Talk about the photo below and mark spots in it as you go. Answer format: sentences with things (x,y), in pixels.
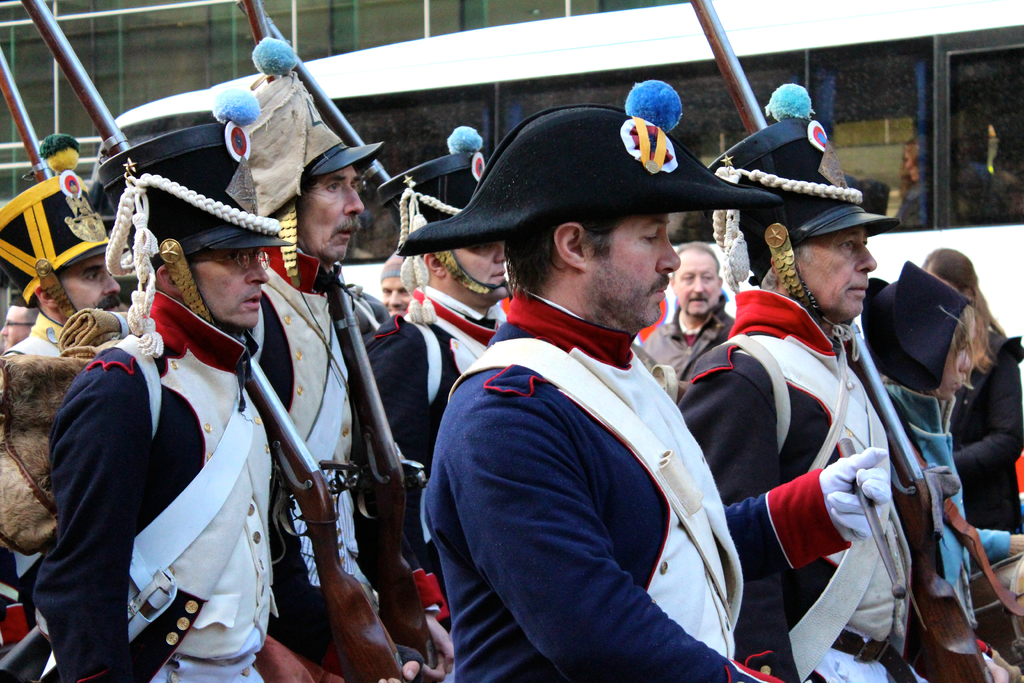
This picture seems to be clicked outside. In the foreground (209,463) we can see the group of people (544,255) wearing costumes (517,497), holding some objects (384,477) and seems to be walking and in the background (814,66) we can see a vehicle (147,114) and the group of people (999,365) and some other items (185,45).
